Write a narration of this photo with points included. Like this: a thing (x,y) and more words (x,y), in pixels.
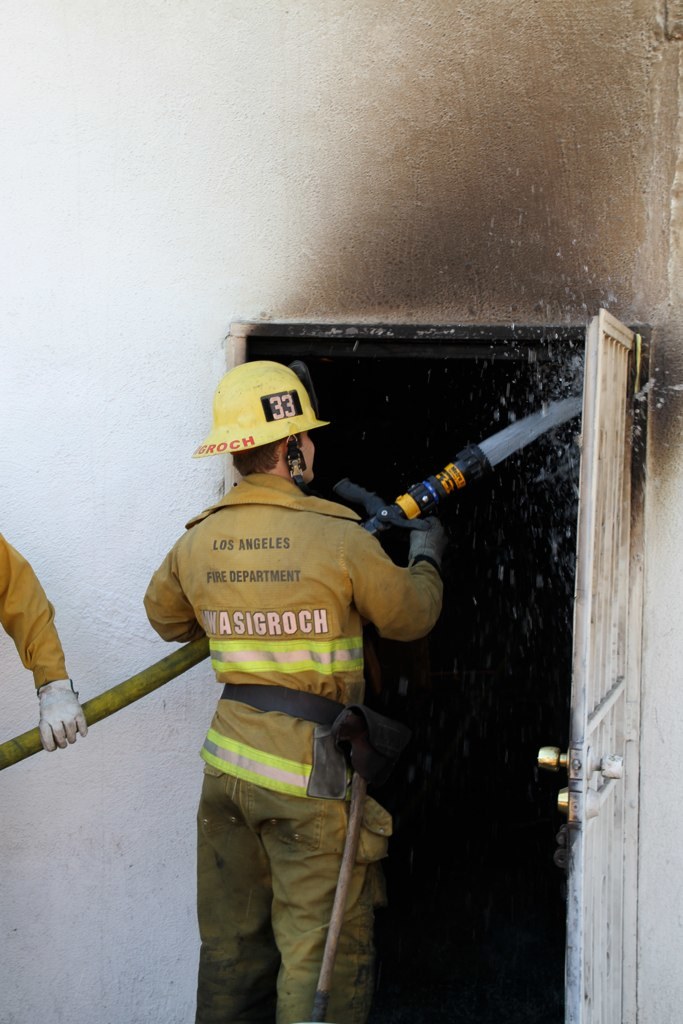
In the center of the image (274,660) we can see a man (273,872) standing and holding a pipe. He is wearing a cap (259,441). In the background (320,201) there is a wall (543,150) and a door (585,364). On the left (24,642) we can see a person's hand (56,728).
